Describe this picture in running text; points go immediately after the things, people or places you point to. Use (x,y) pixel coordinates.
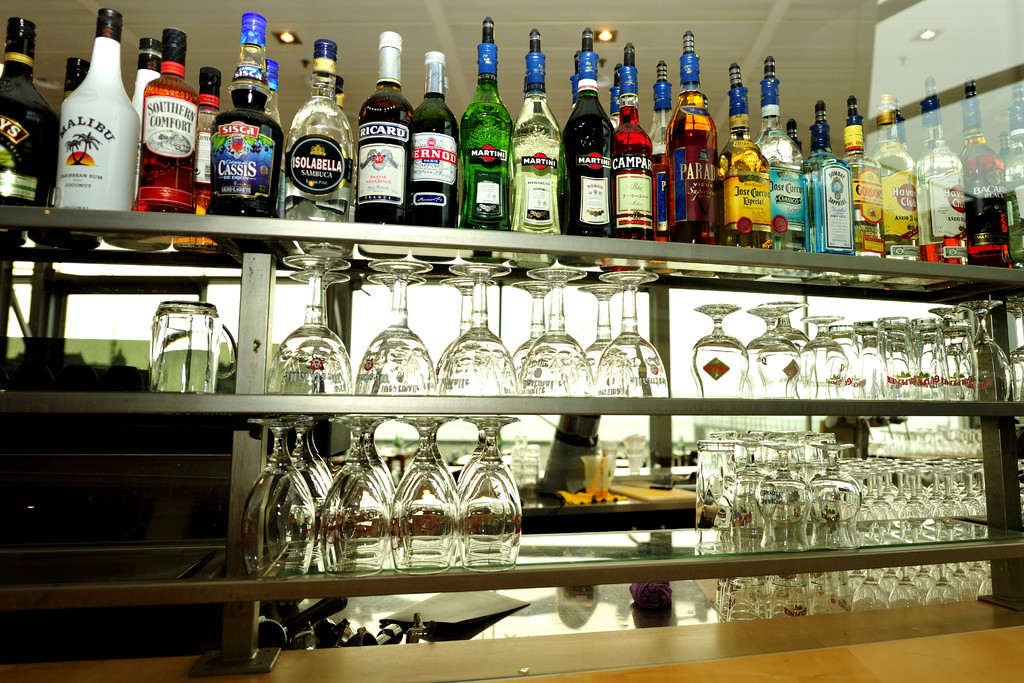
In this picture there are many wine bottles (195,155) kept on the top of a iron table (246,242) and beneath we find the club glasses (318,361) arranged in an orderly manner. Among the bottles (93,124) few of them are malibu (69,159), ricard (391,137), martini (481,152), southern comfort (193,129).
